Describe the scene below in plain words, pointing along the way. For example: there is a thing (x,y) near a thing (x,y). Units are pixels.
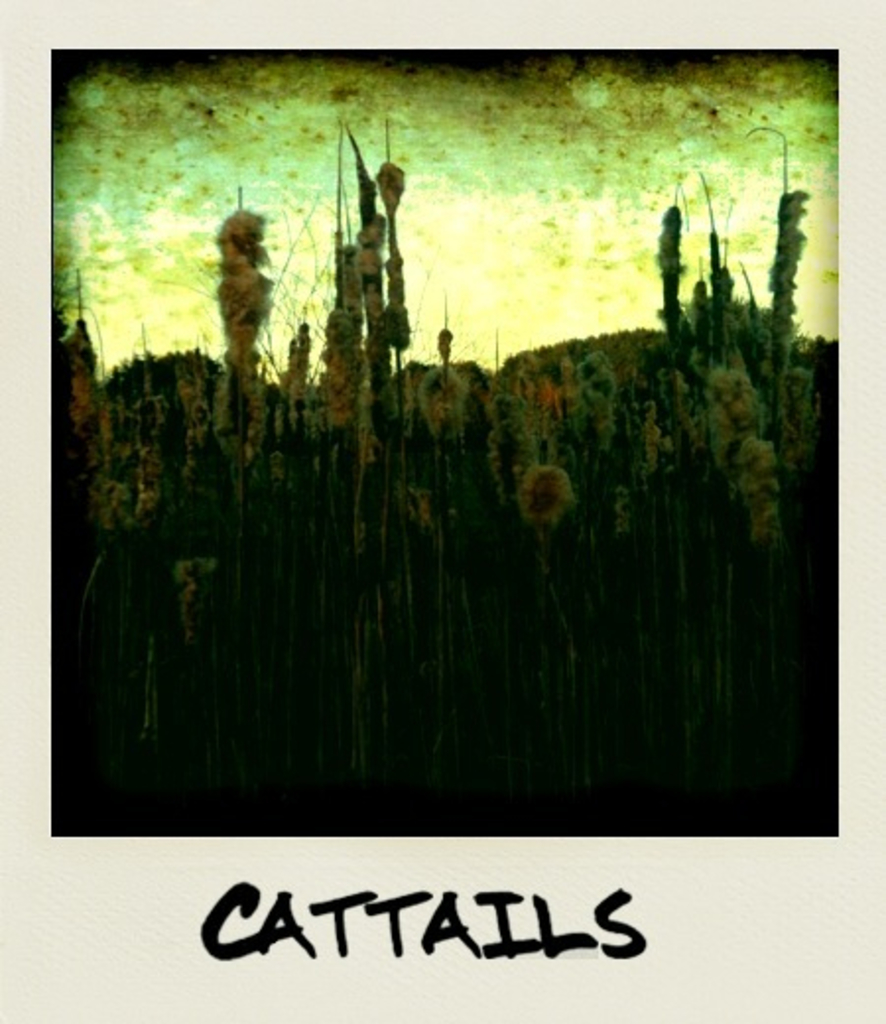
In this image we can see a photograph (407,989). In this photograph (700,666) we can see flowers (298,377) and plants (218,464). At the bottom (230,953) there is text (440,923).
